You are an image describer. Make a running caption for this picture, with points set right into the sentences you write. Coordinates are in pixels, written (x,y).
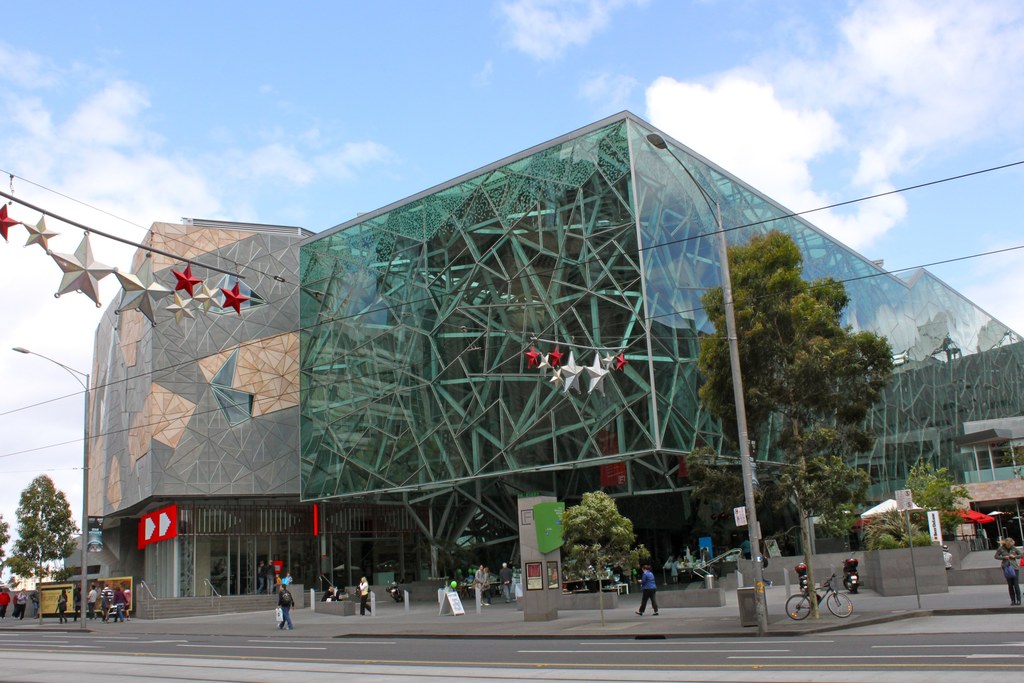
This picture is clicked in the city. At the bottom of the picture (650,577), we see people (334,592) are moving on the road (213,648). Beside them, we see street lights (83,587) and wires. We even see a bike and a bicycle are parked. There are buildings (555,425) and trees (597,508) in the background (277,515). On the left side (180,308), we see stars (140,303) in silver, gold and red color. At the top of the picture (346,83), we see the sky (411,106) and the clouds (944,86).
